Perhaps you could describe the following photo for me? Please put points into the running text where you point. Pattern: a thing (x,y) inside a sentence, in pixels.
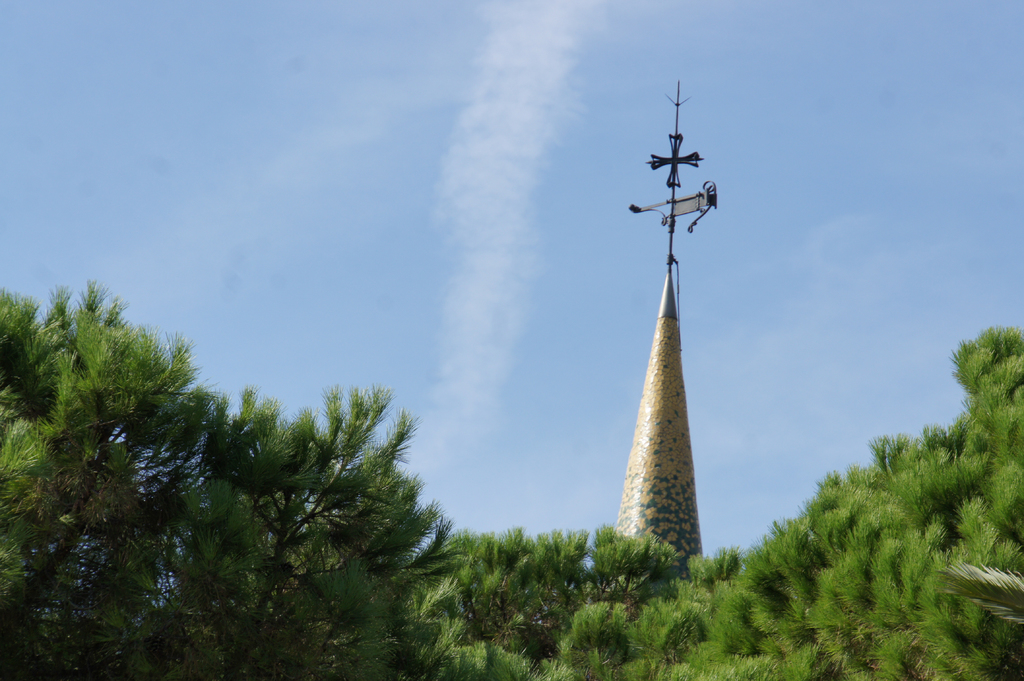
In the image we can see there are lot of trees (559,572). Behind there is a tower (636,484) of the building (663,401) and there is a clear sky (468,321) on the top (530,203).
